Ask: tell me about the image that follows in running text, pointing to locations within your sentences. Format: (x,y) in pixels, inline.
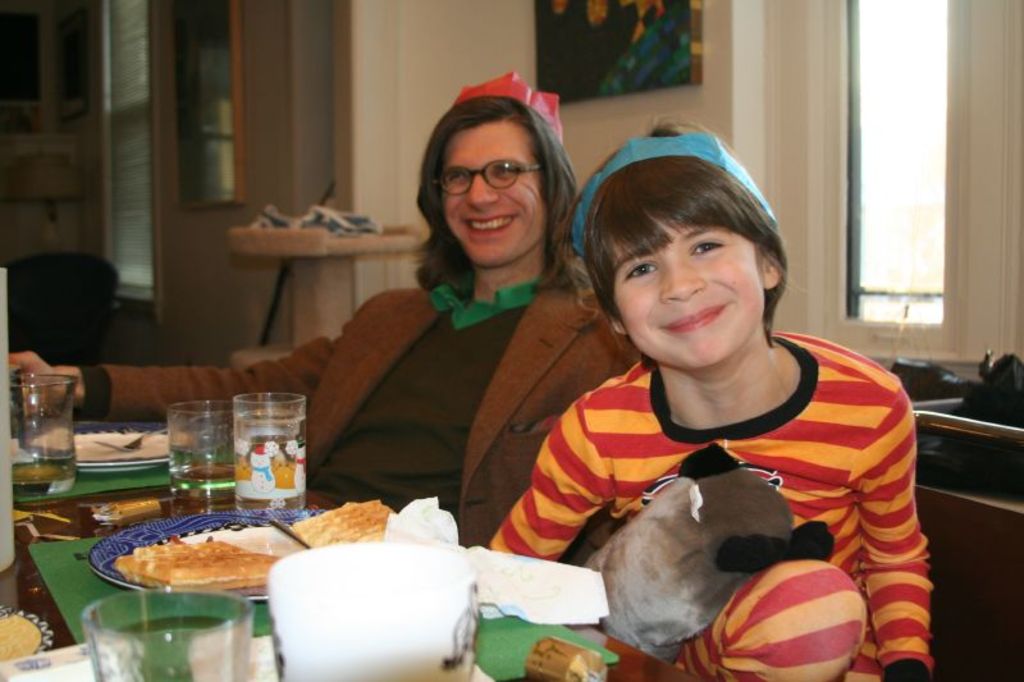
In this image, we can see two persons (697,406) sitting, there is a table (6,591), on that table (80,503), we can see some glasses (65,440) and there is a plate (110,573), in the background (577,141), we can see the windows (860,84) and there is a wall (415,126), we can see the photo (684,4) on the wall (401,57).
